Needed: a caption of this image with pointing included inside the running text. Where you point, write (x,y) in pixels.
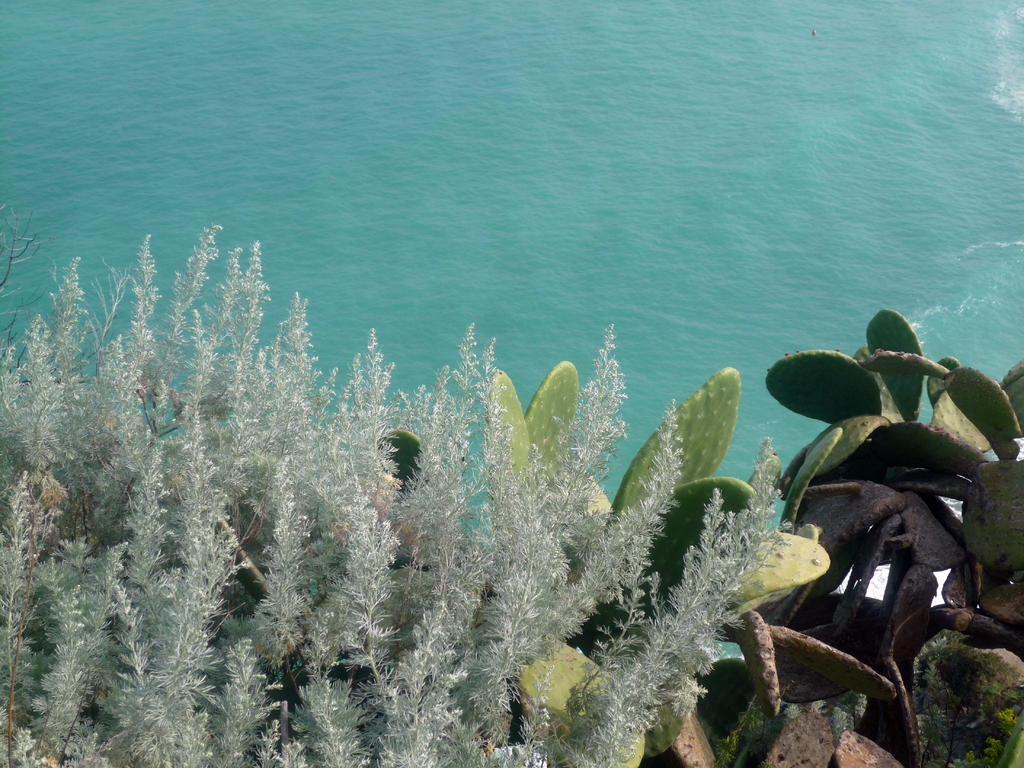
In this image there is water (461,159) towards the top of the image (638,164), there are plants (754,584) towards the bottom of the image (528,656).
